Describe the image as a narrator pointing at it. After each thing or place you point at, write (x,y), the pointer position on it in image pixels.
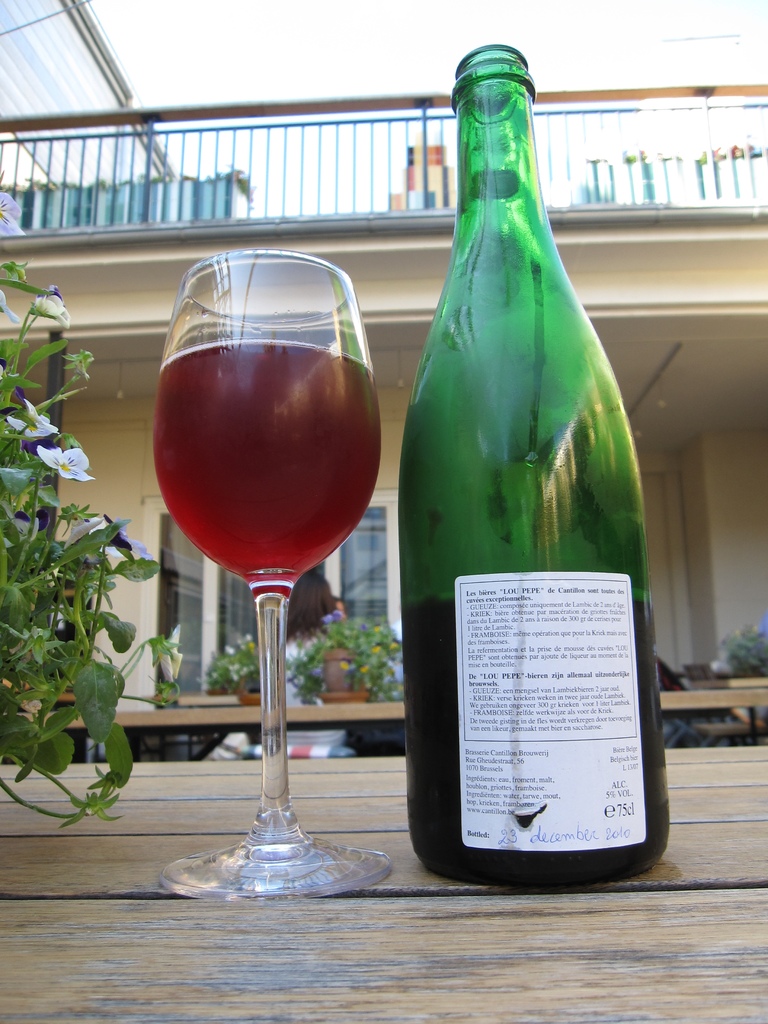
In this image there is a bottle (543,737) and a glass (268,577) filled with drink (280,444) kept on a wooden table (410,931) on the left side (34,538) there are leaves (27,605) of the plant (21,613). In the background (353,636) there are house plants (228,673) and woman (318,624) is sitting and a green white colour window (162,569) and the building (657,395) and there is a sky (311,38).
